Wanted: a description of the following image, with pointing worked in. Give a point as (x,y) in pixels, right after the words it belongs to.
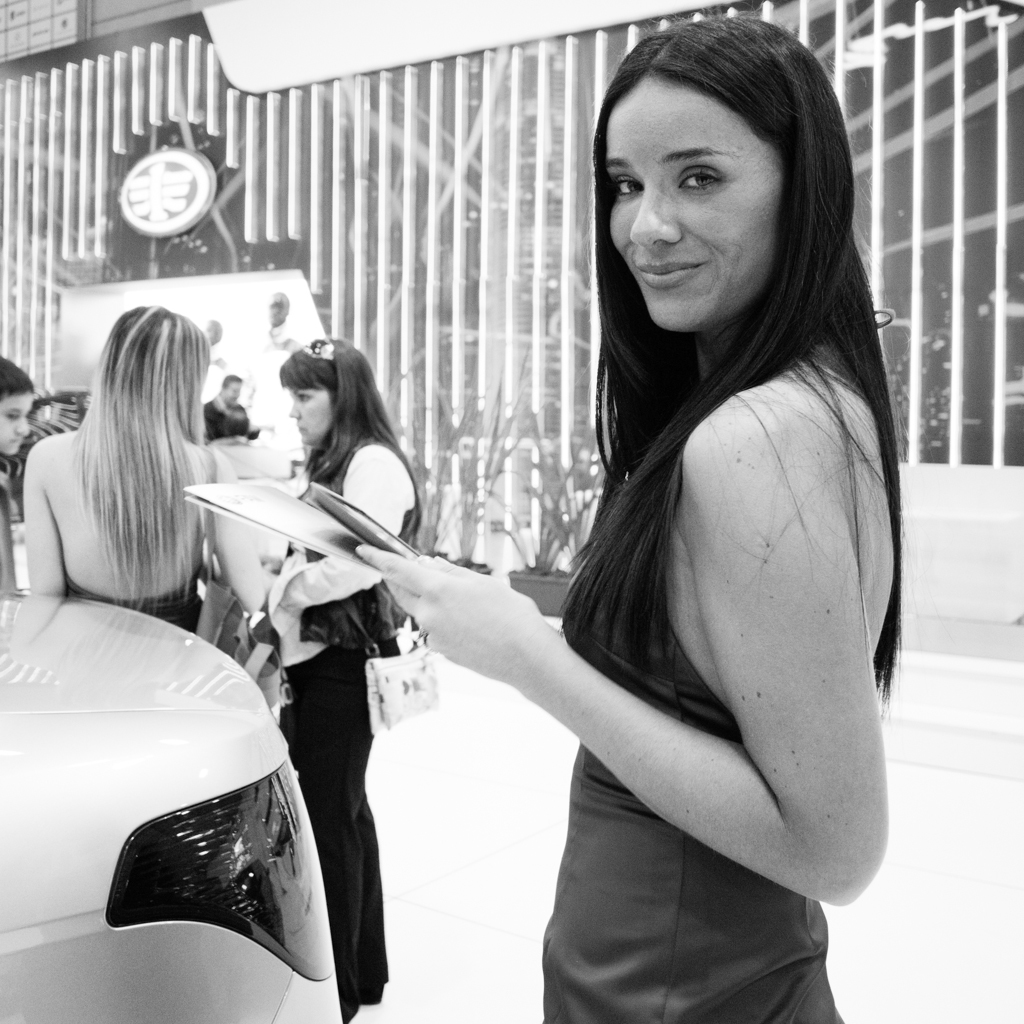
In this image we can see some people (641,306), a lady (706,296) is holding some paper (325,527), there is a vehicle (221,791), also we can see the wall (296,212), and a board (164,184).
